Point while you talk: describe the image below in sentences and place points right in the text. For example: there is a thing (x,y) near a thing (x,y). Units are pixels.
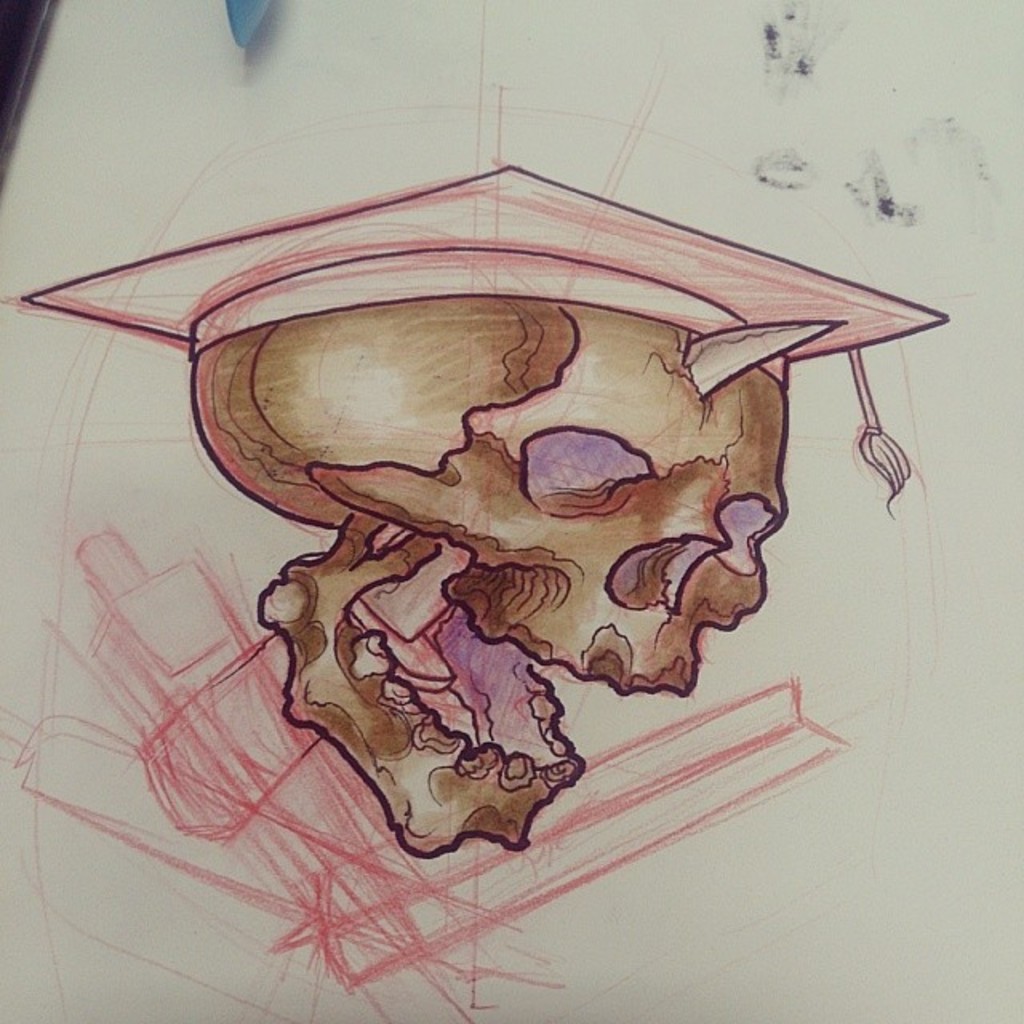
In the middle of this image (344,621), there is a sketch (332,519) on a white color chart (8,469). In this sketch (574,863), we can see there is a brown color skeleton (342,602) having a pink color cap (812,310). Below this skeleton (506,647), there are pink colored lines (337,839).
